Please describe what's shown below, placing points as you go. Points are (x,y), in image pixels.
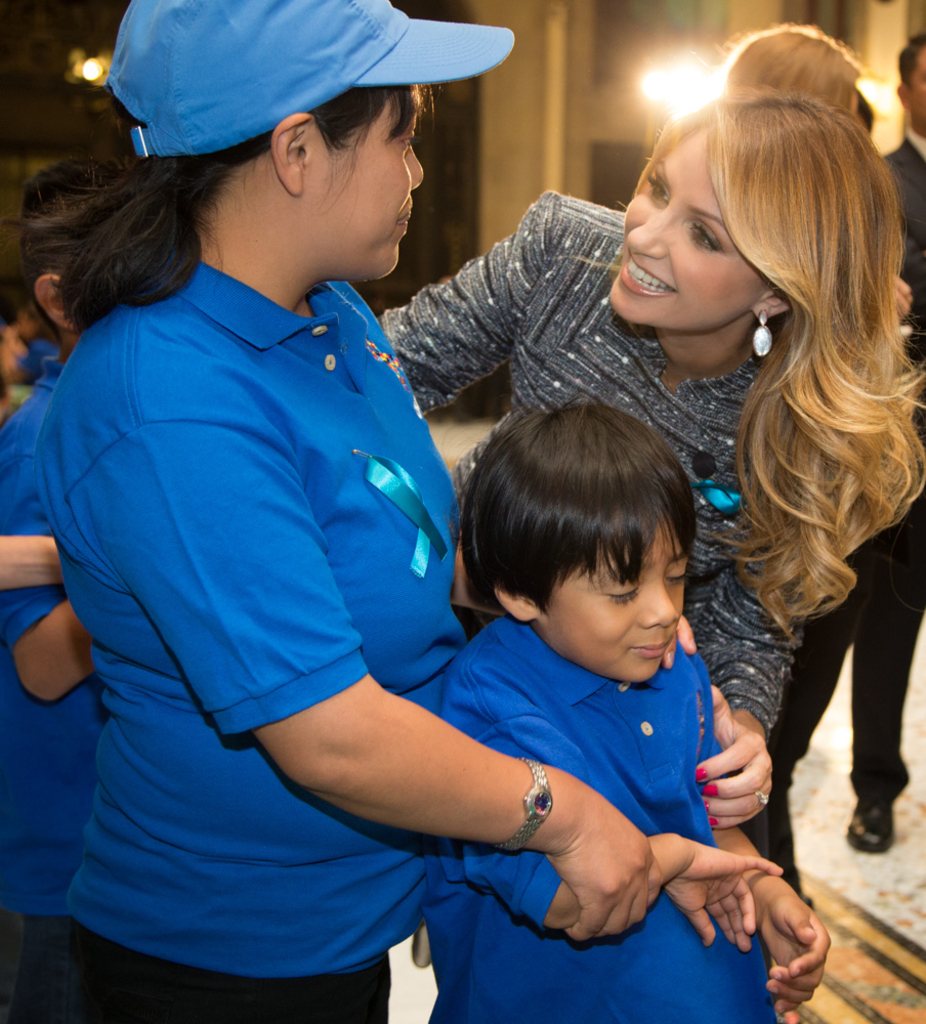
In this image in the foreground (575,309) there are some people (648,323) who are standing and in the background (598,119) there is a wall (460,163) and some lights (694,97). At the bottom (855,895) there is a floor (877,921).
